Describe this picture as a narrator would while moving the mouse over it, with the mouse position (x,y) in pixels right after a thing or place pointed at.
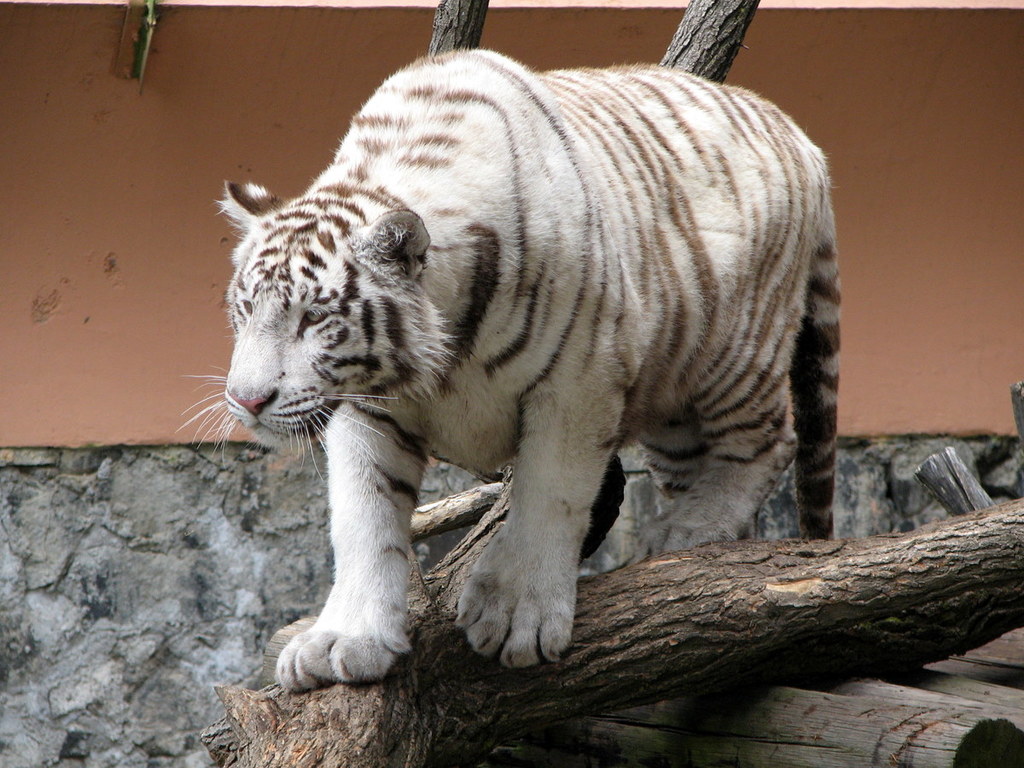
In this image we can see an animal (606,380) on the tree trunk (627,621). In the background (190,390), we can see the wall (199,578).
